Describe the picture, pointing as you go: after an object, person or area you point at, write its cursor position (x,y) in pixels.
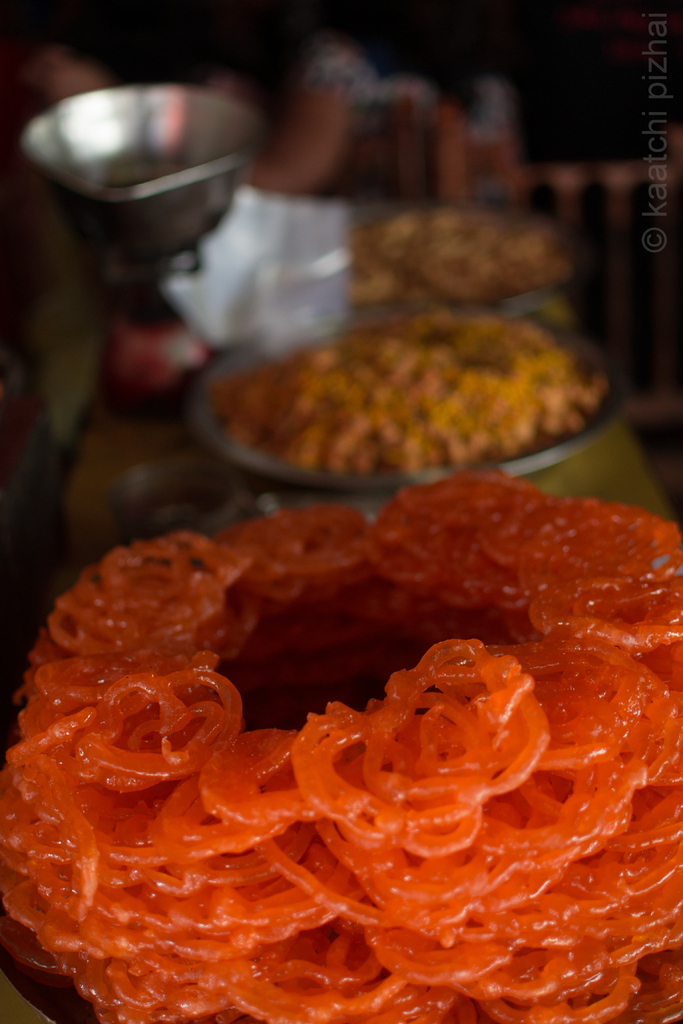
At the bottom of this image (621,727), there are orange color, sweets (324,614) arranged on a surface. In the background (518,273), there are other food items (512,263) arranged, there are a vessel (102,140) and other objects (655,238). And the background (415,394) is blurred.
